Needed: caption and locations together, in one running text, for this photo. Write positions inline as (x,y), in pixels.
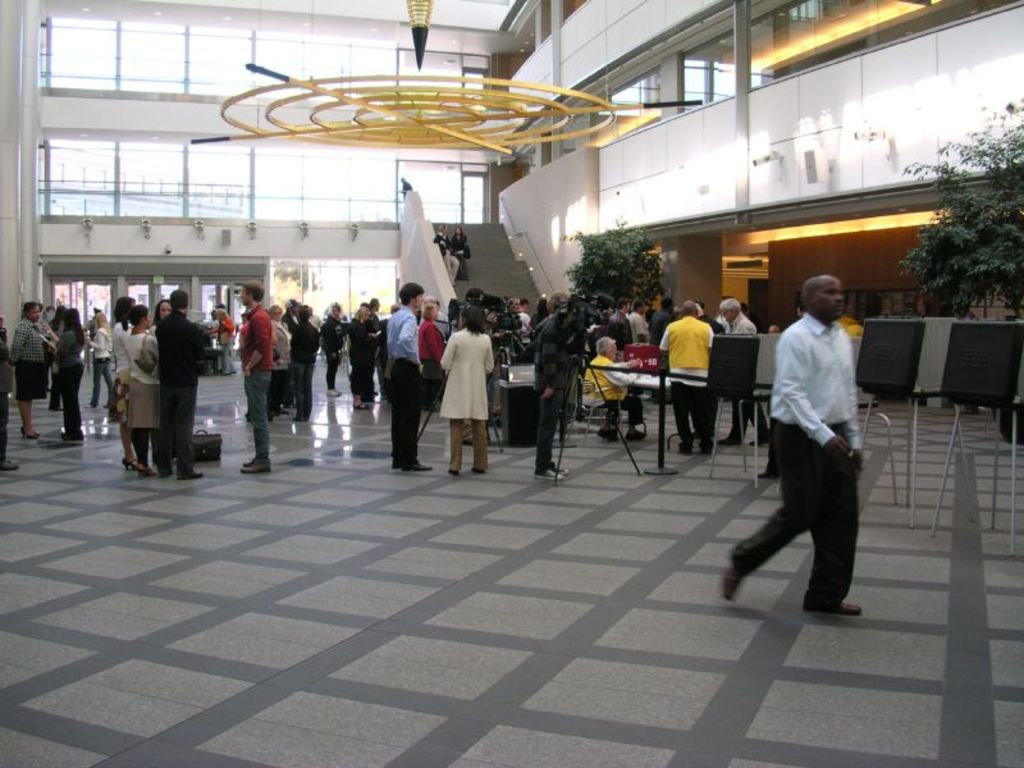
In this picture there are group of persons (424,343) standing and walking. In the center (559,351) there is a person (556,377) standing and holding a camera (580,306) in his hand (551,391). In the background (458,275) there are person (450,270) on staircase (470,262) and there are plants (636,255) there are windows (422,179) and on the right side (968,374) there are tables (916,413) and there is a wall (653,166).
